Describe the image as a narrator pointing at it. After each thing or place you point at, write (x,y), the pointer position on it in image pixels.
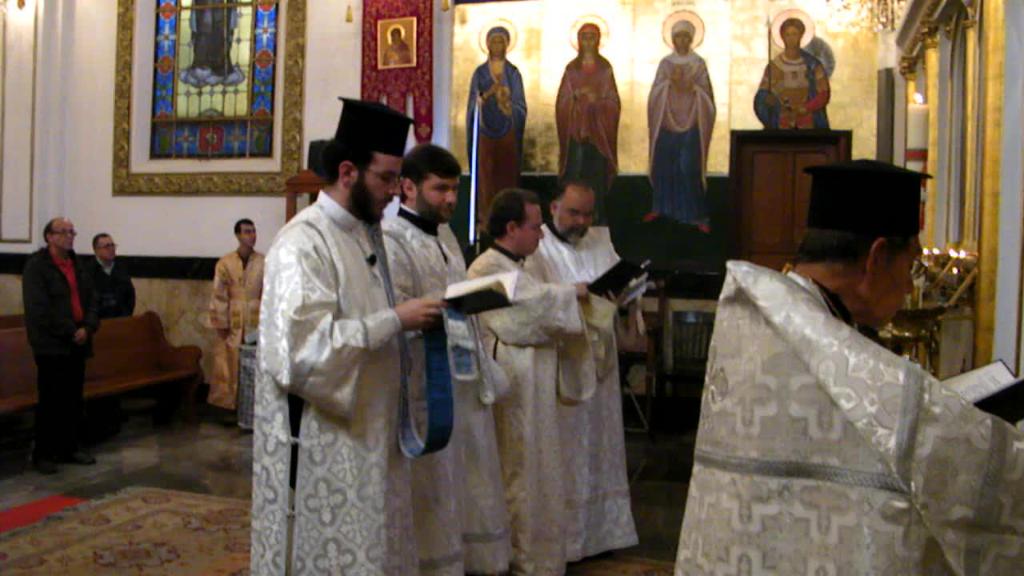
In the image we can see there are many people (484,377) standing and wearing clothes (400,433). Some of them are wearing spectacles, caps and holding books (462,306) in their hands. Here we can see floor (186,468), bench (111,394) and frames (204,103). Here we can see the wall (76,106) and lights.
